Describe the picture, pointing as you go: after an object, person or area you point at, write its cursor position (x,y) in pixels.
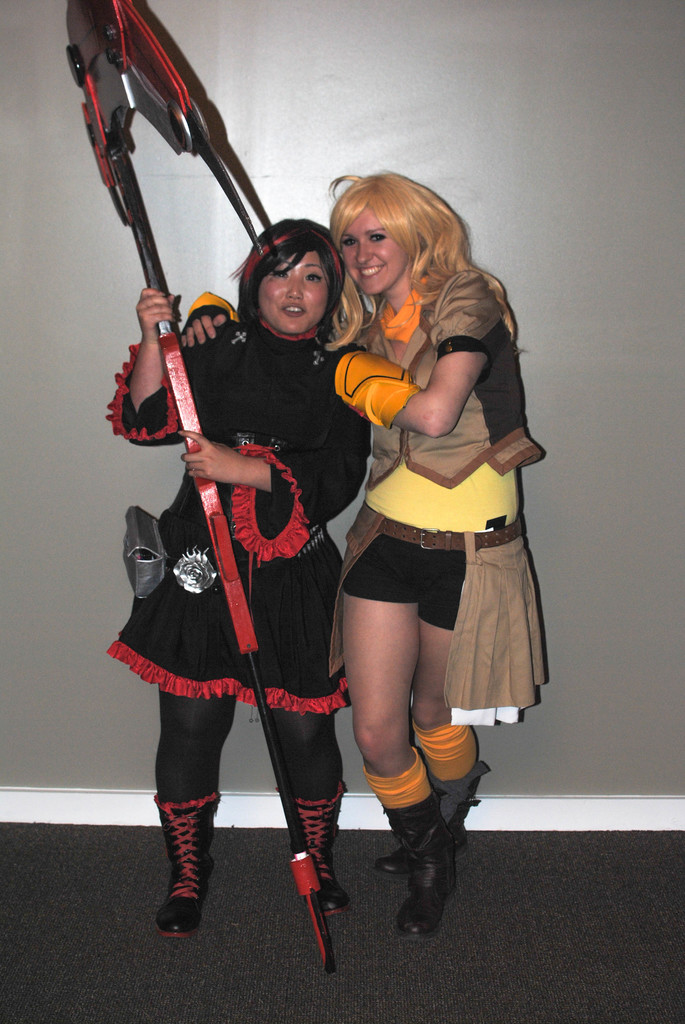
In this image I can see two people (379,516) standing and wearing different color costumes (379,516) and holding something. Back I can see ash color background (533,195).
